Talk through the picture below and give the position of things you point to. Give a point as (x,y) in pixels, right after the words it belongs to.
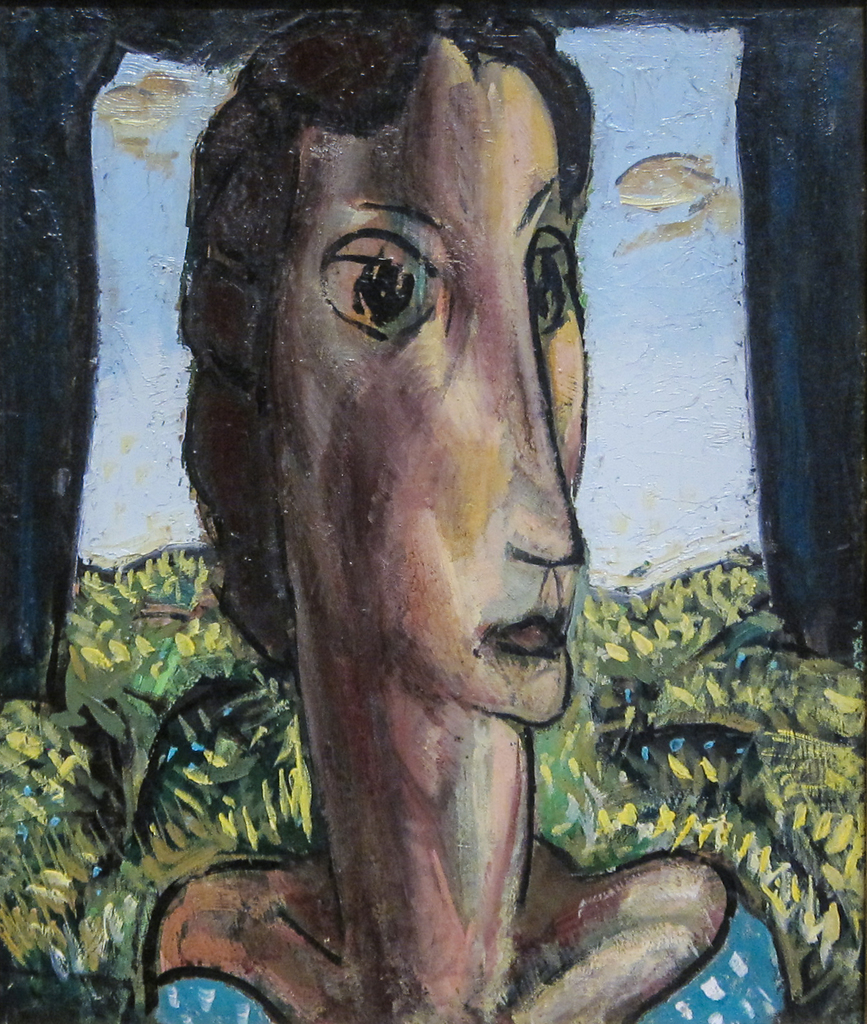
In this image, I can see the painting (218,844) of plants (220,774) and the face (467,694) of a person (473,732).
